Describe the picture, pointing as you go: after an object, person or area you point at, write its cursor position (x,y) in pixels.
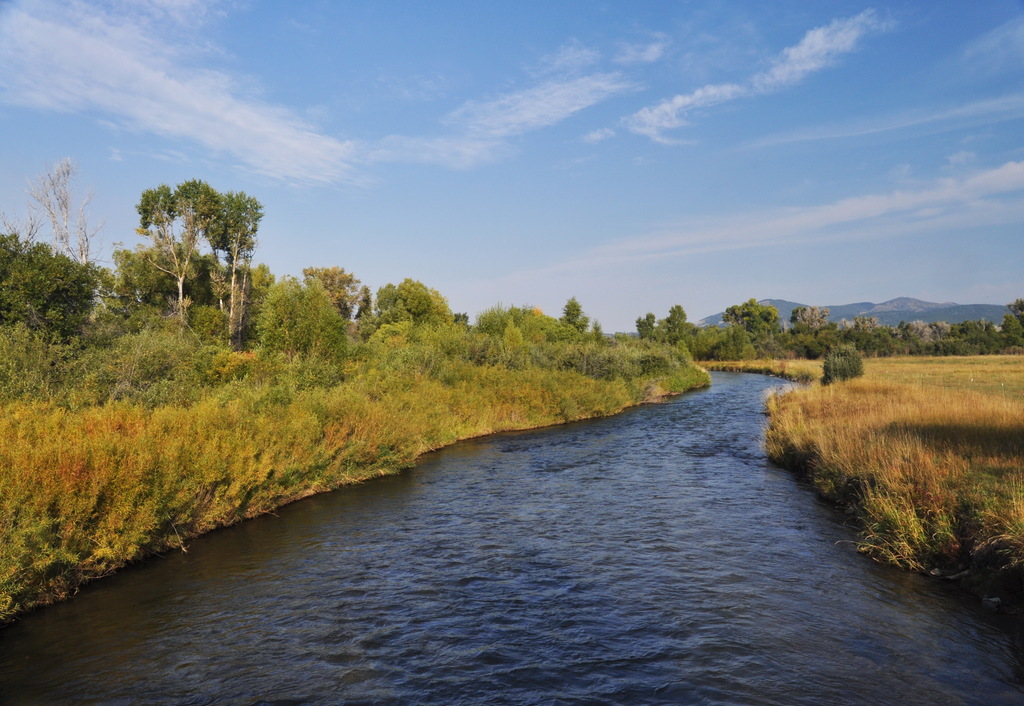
In the center of the image (543,435) there is a canal (688,443) and we can see grass (873,442). In the background (205,336) there are trees (817,317), hills (922,303) and sky (502,152).
